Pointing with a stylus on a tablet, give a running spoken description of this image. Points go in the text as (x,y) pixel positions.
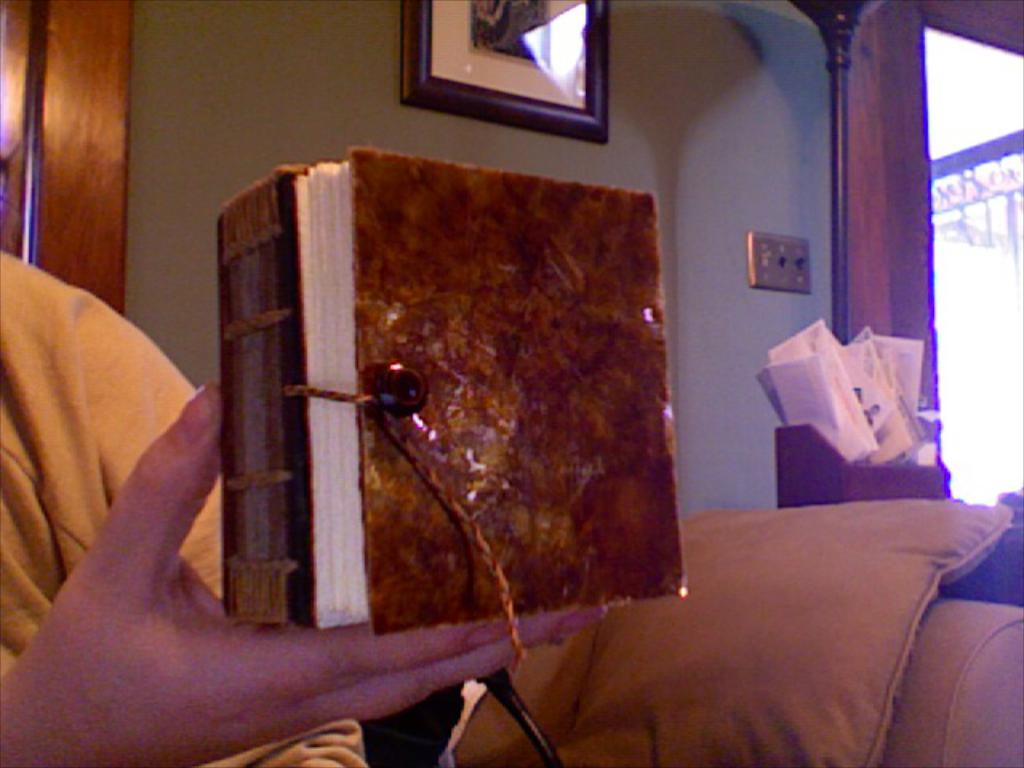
In the center of the image (562,378) we can see the hand (190,679) of a person (210,630) is holding some object (369,480). In the background (701,152) there is a wall (648,152), frame (475,23), pillow (784,575), papers (841,352) and a few other objects (780,276).
